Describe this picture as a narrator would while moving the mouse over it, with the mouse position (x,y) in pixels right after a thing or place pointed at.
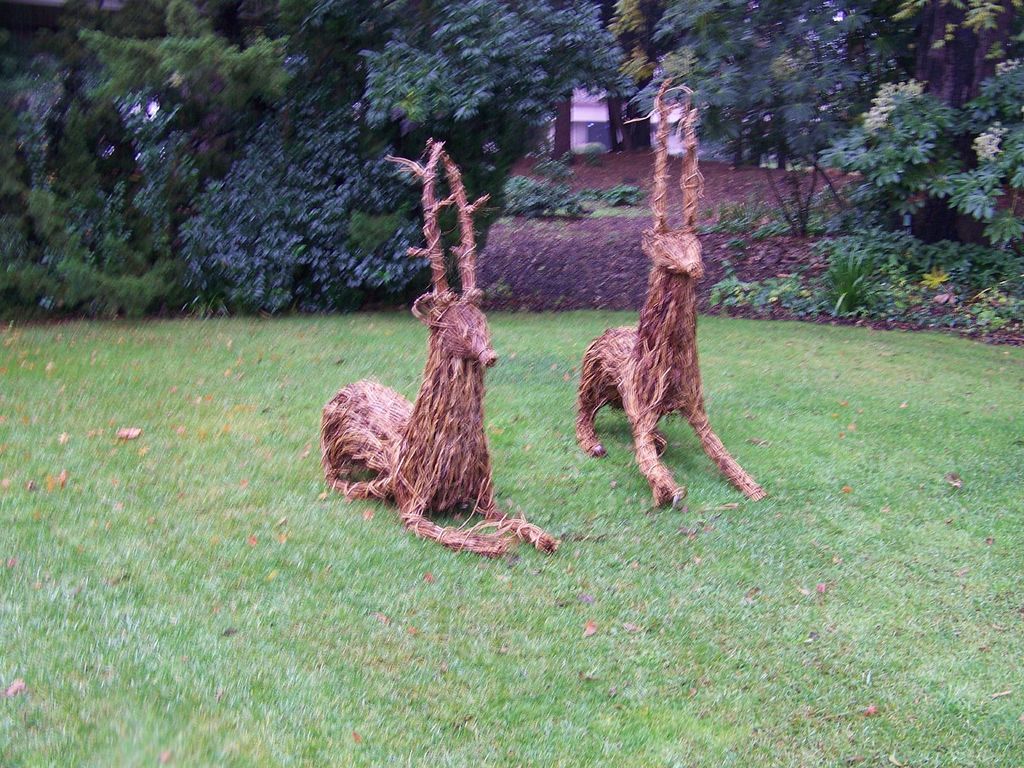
In this picture we can see sculptures (459,405) and dried leaves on the grass (599,436) and in the background (235,304) we can see trees (497,34), plants (556,188), building (594,143).
